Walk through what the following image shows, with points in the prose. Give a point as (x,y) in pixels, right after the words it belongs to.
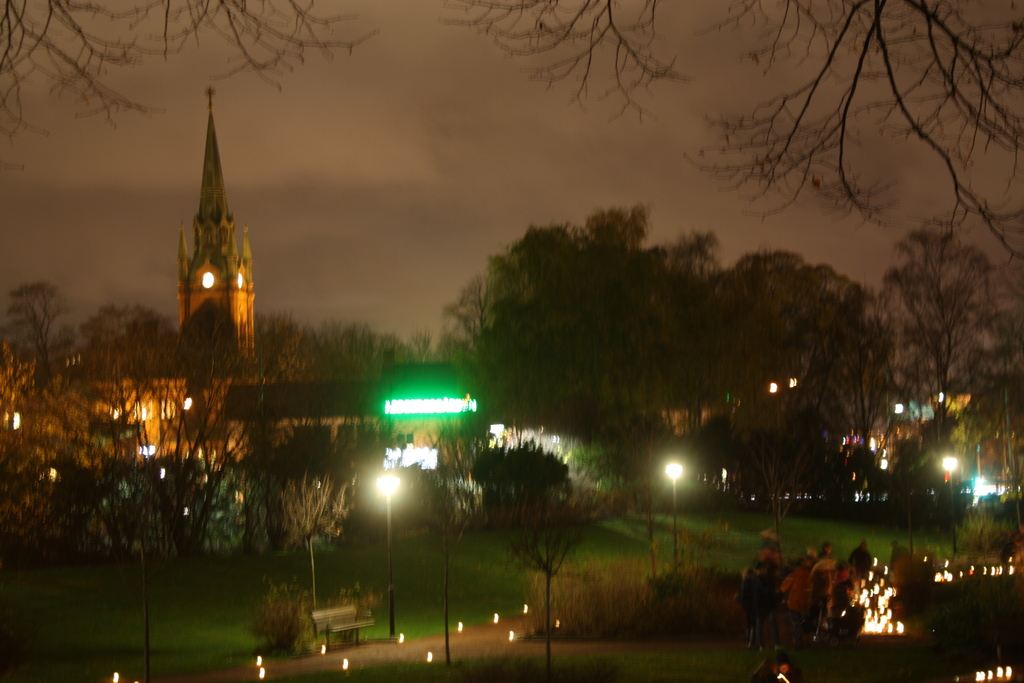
In this image I can see few trees (575,344), lights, bench (356,625) and few people (746,603). Back Side I can see a building (215,301). The sky (350,158) is cloudy.
